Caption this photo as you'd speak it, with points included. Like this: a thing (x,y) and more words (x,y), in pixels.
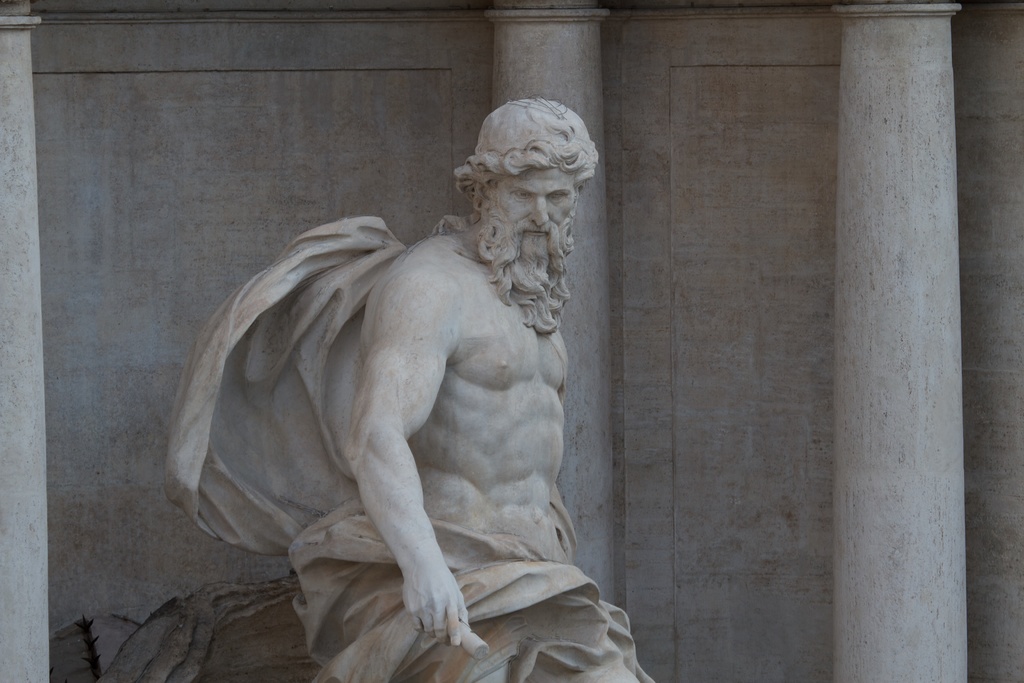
In the foreground of this image (510,374), there is a sculpture (529,498) and we can also see wall (683,78) and pillars (547,82).
